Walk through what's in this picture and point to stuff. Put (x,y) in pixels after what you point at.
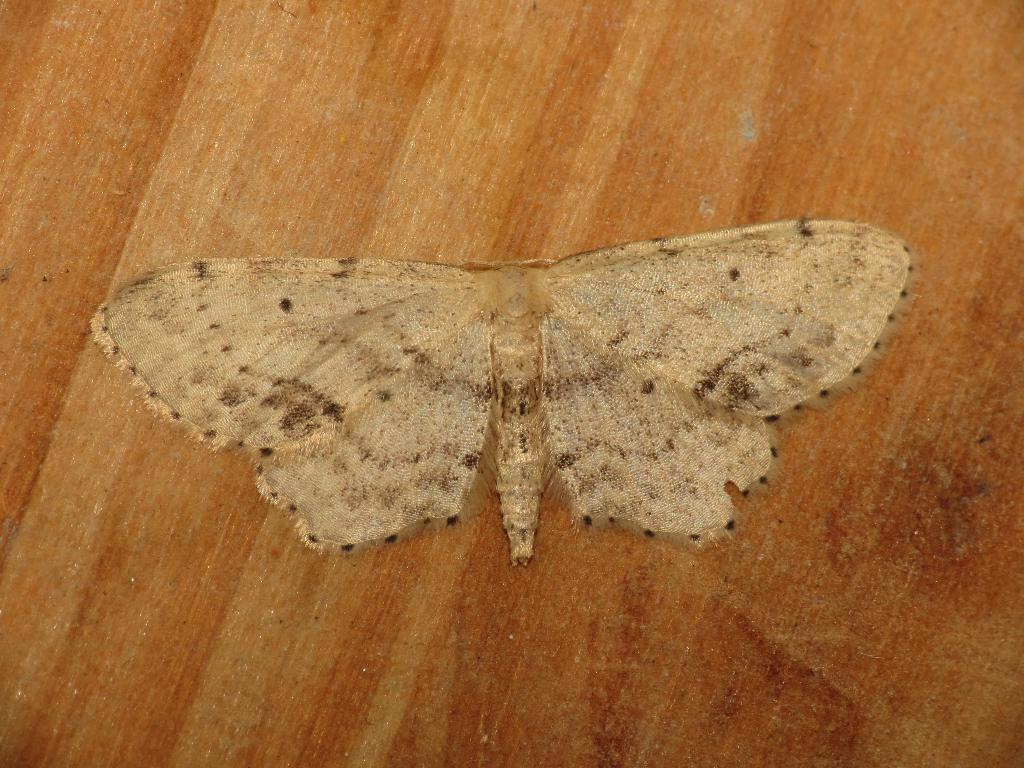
In this image we can see a moth (514,272) on the wooden surface (444,143).
